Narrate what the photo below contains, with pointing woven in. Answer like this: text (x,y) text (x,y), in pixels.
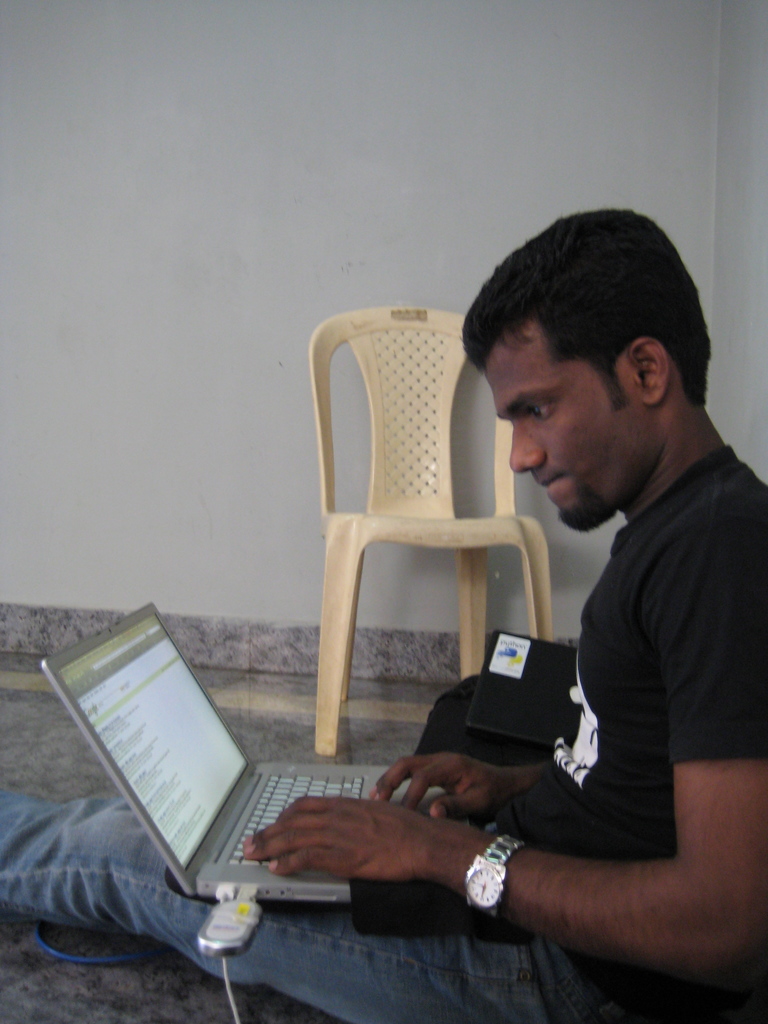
In this image there is a man (582,968) sitting on the floor (92,968). This image is clicked in a room (725,587). He is wearing a black t-shirt (644,679) and blue jeans (369,955) and holding a laptop (238,795) in his hands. In the background (388,440), there is a chair (415,503) and wall (744,91).
